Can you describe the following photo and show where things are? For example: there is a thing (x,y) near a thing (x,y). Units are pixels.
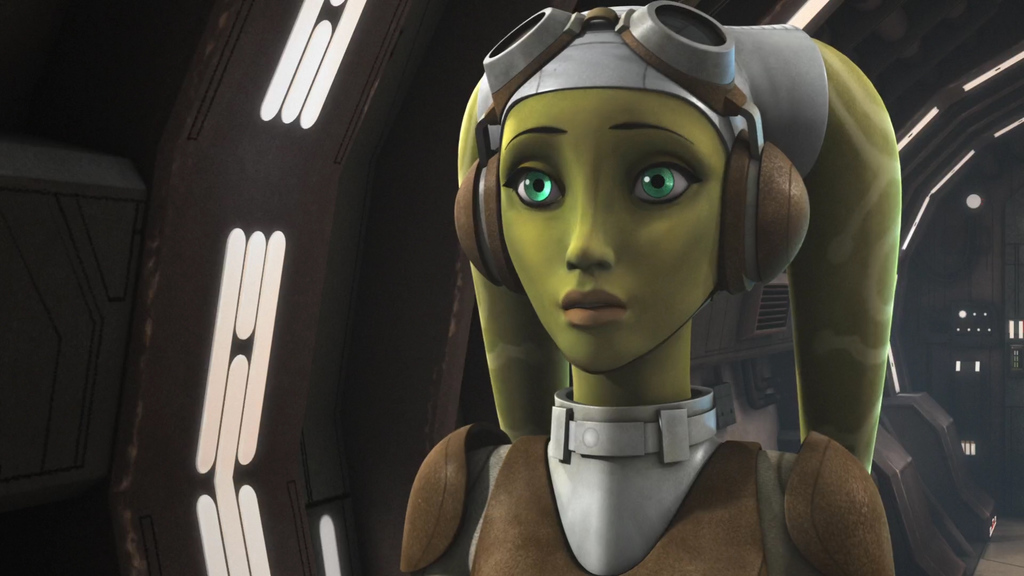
This is an animated image in which there is a person (643,260) sitting.
